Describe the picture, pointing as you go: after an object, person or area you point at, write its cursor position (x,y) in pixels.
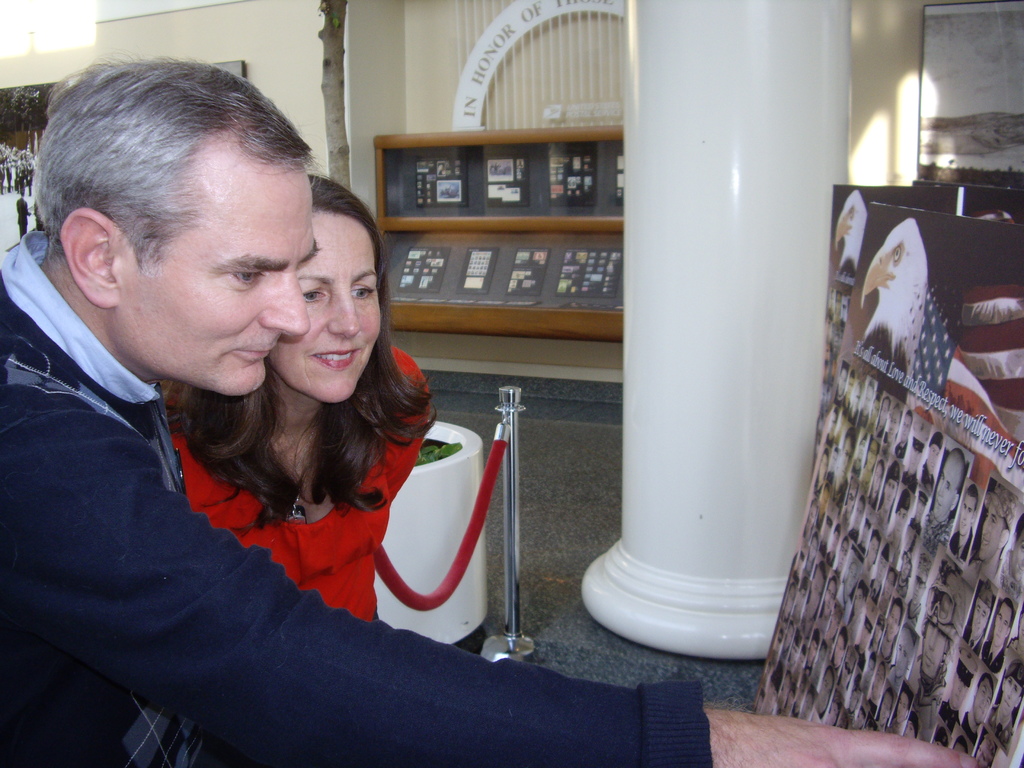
In this image, at the left side (36,761) there is a man (35,638) and a woman (255,454) standing and they are looking at the poster (855,448), there is a white color pillar (651,183).
